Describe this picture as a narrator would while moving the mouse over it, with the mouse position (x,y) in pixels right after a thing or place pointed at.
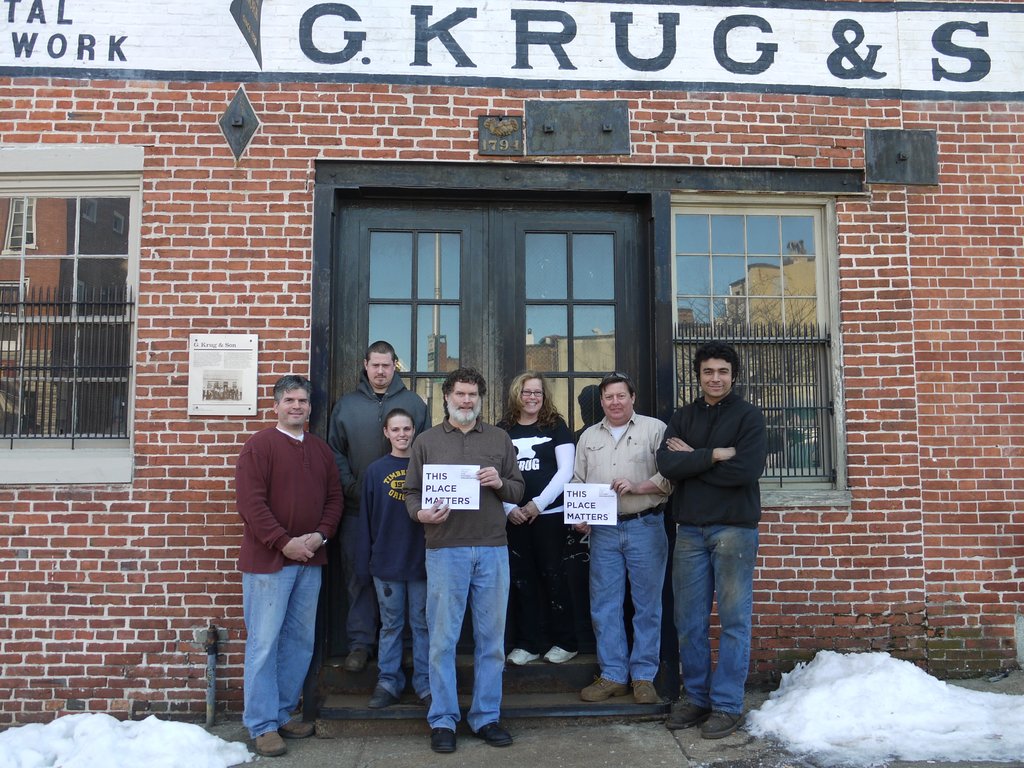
In this image we can see some people (689,478) standing and posing for a photo and two (437,739) among them are holding a paper (451,472) and we can see some text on that paper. In the background (813,321), we can see a building (91,428) and there is a snow (792,749) on the ground (743,739).
